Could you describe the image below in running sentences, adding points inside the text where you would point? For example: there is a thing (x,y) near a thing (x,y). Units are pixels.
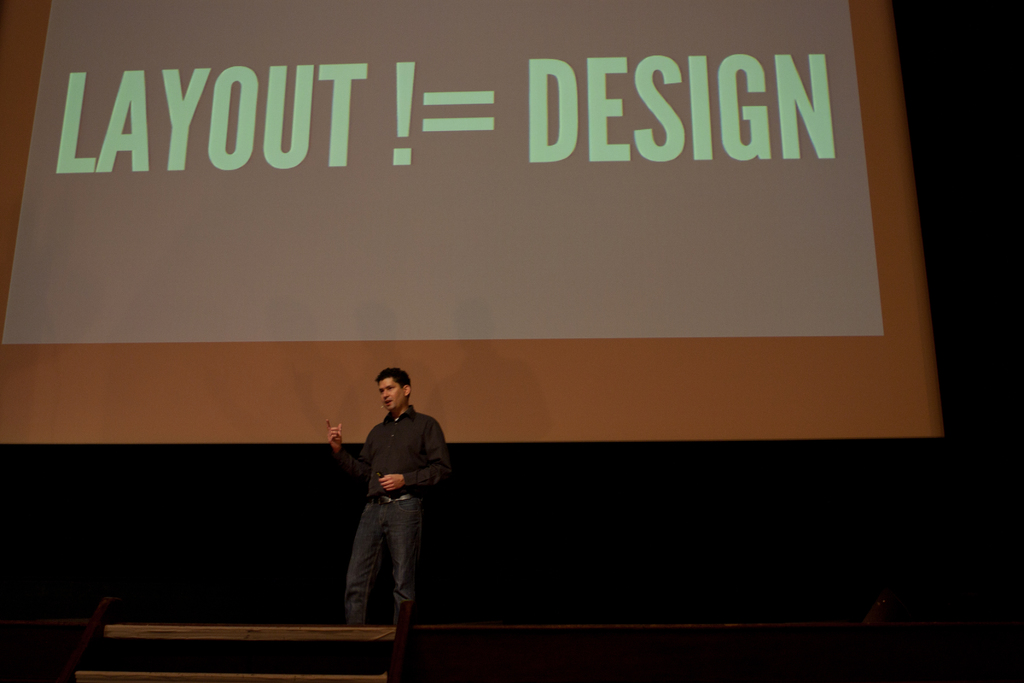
In this picture there is a person (378,499) standing on the stage (387,645) and talking. At the back (828,277) there is a screen (268,206) and there is a text (533,111) on the screen (533,135).
